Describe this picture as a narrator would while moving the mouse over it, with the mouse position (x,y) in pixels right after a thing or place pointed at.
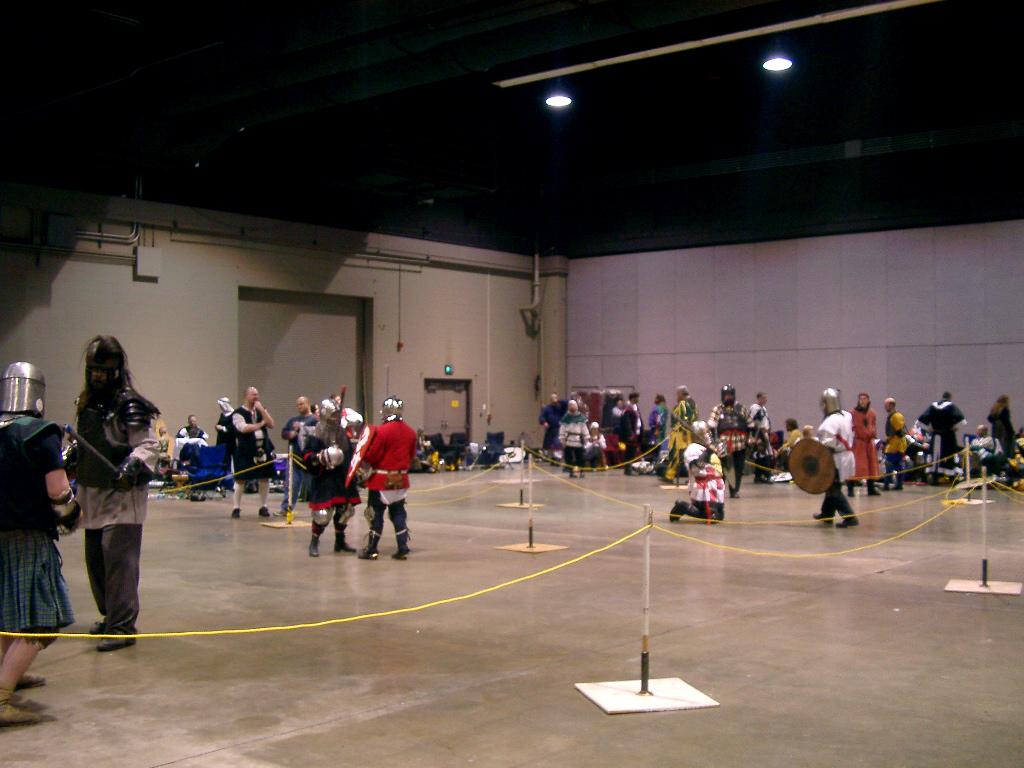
In this image, we can see people (47,585), rod stands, ropes (898,537) and floor (629,651). Background (487,353) we can see walls (503,328), pipes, door (445,422) and few objects (437,433). Top of the image (564,105), we can see the lights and pipes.
